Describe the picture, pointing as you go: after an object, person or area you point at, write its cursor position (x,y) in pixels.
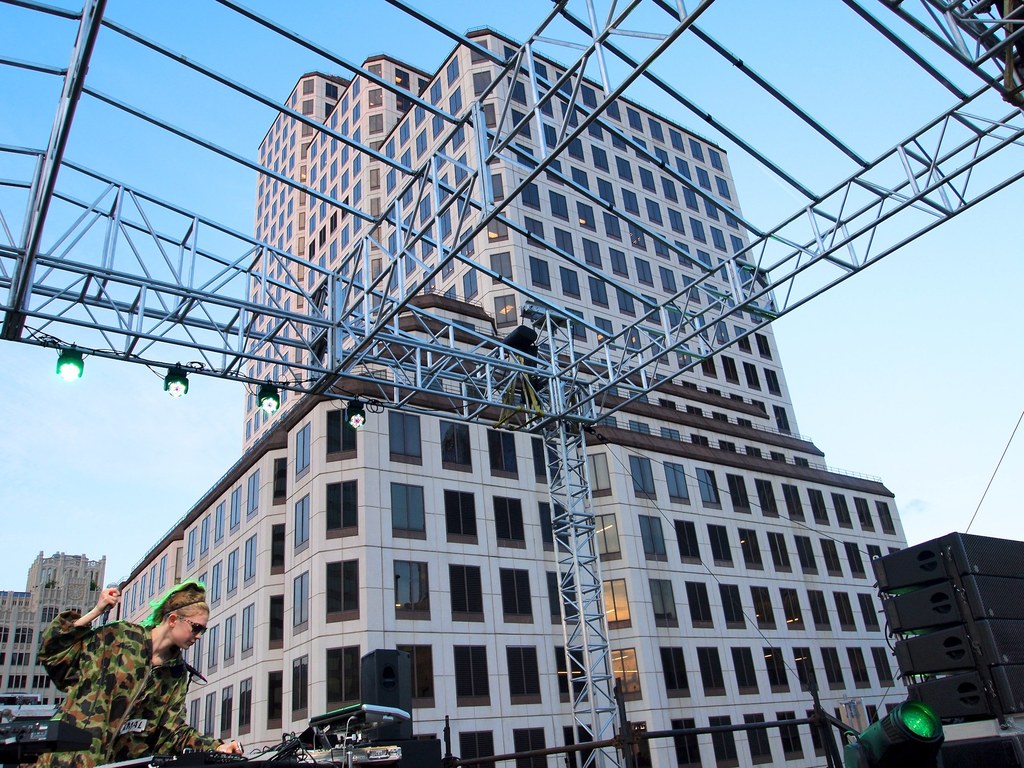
There is one woman (134,663) standing at the bottom left corner of this image (123,670) and there are some buildings (312,621) in the background (538,562). There are some lights (894,729) in the middle of this image (365,408) and at the bottom of this image (899,727) as well. There is a sky (233,64) at the top of this image (214,117).
